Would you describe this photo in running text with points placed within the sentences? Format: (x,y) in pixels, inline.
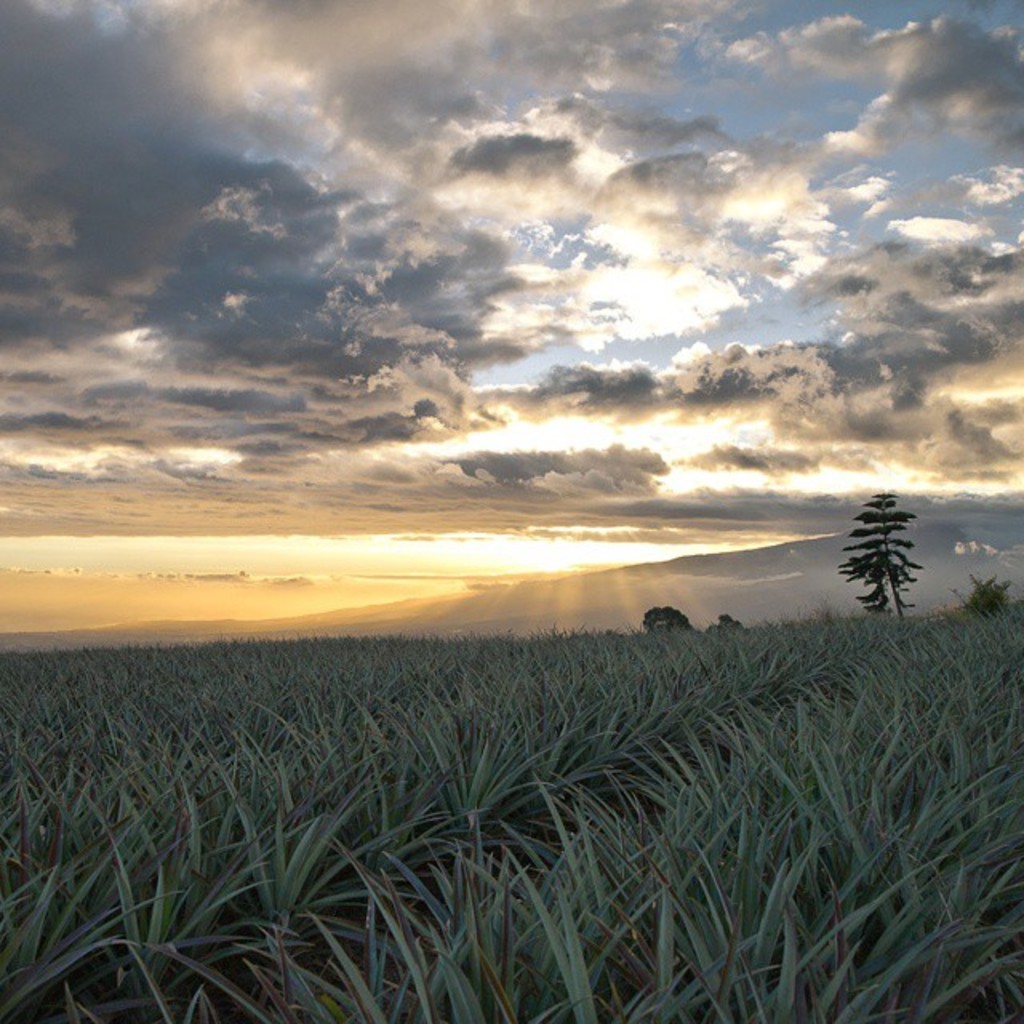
In this image I see the grass (473,779) and I see few trees (847,573) and I see the sky (521,193) which is cloudy.
